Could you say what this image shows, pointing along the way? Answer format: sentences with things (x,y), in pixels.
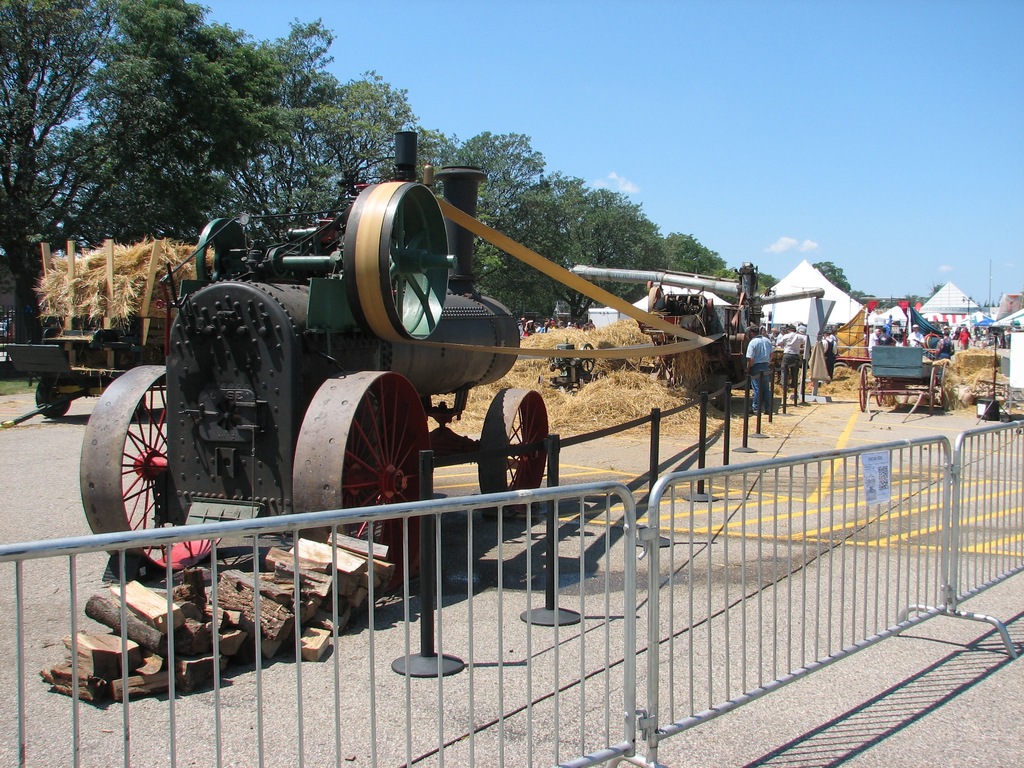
In this image, we can see there are vehicles (297,281), dry grass (543,346), persons (911,332), tents (951,310), trees (394,118), a fence (443,508) and other objects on the ground (839,711). In the background (930,118), there are clouds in the sky (569,82).
